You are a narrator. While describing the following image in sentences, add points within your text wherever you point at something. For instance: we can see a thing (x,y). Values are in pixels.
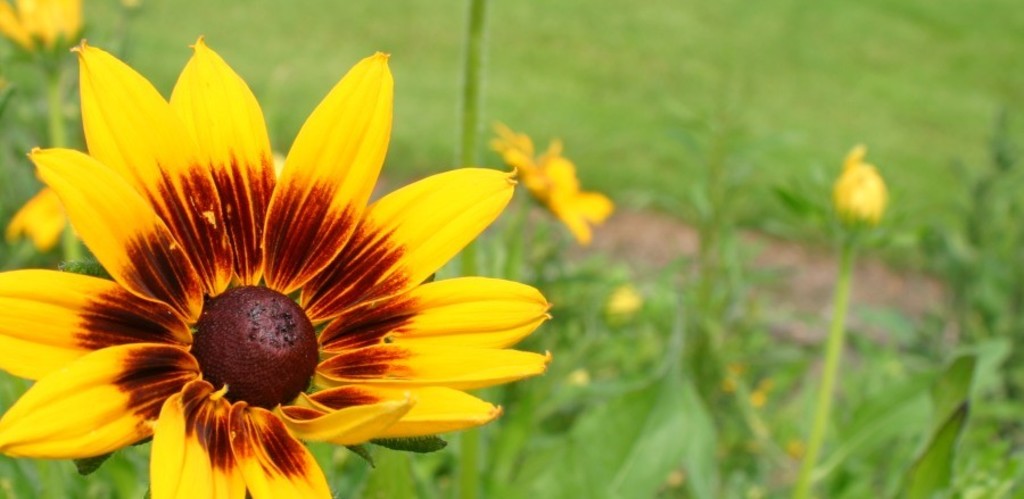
In this image there are few plants (624,335) having flowers (295,442). Left side (151,175) there is a flower (168,182). Top of the image (522,105) there is grassland (609,90).
